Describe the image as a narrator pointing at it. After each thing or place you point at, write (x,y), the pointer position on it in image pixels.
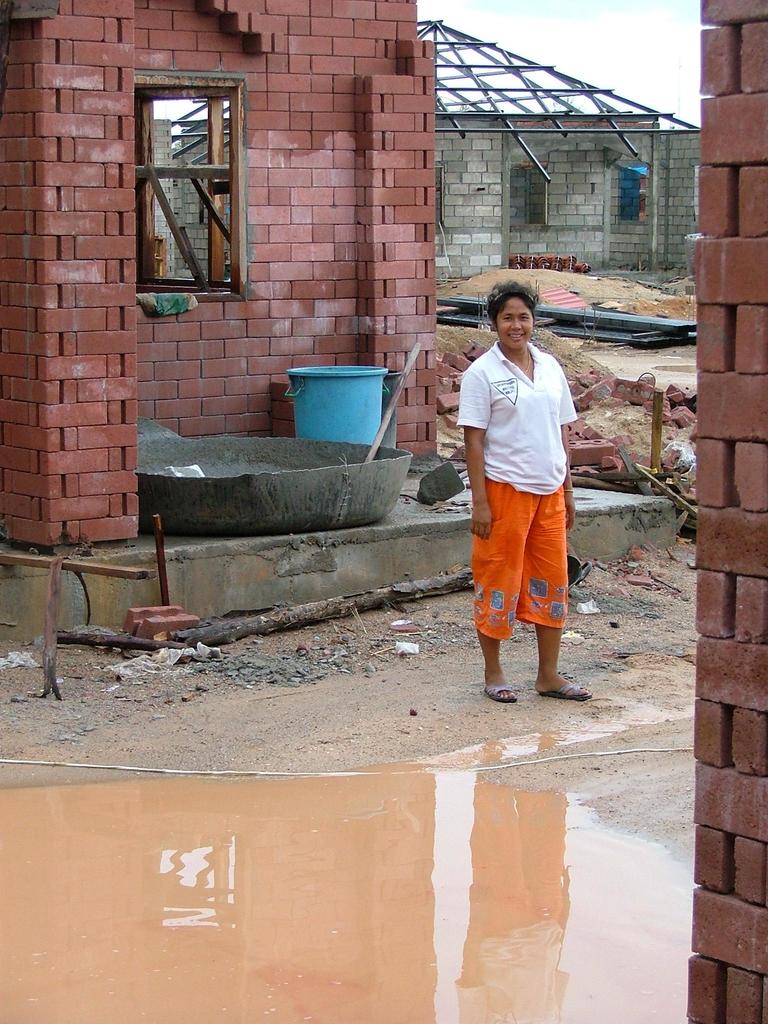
In this image we can see a lady (536,602) standing and smiling. At the bottom (294,955) we can see water (459,860) on the road (627,803). In the background (242,375) there are sheds (301,237) and sky (584,78).
